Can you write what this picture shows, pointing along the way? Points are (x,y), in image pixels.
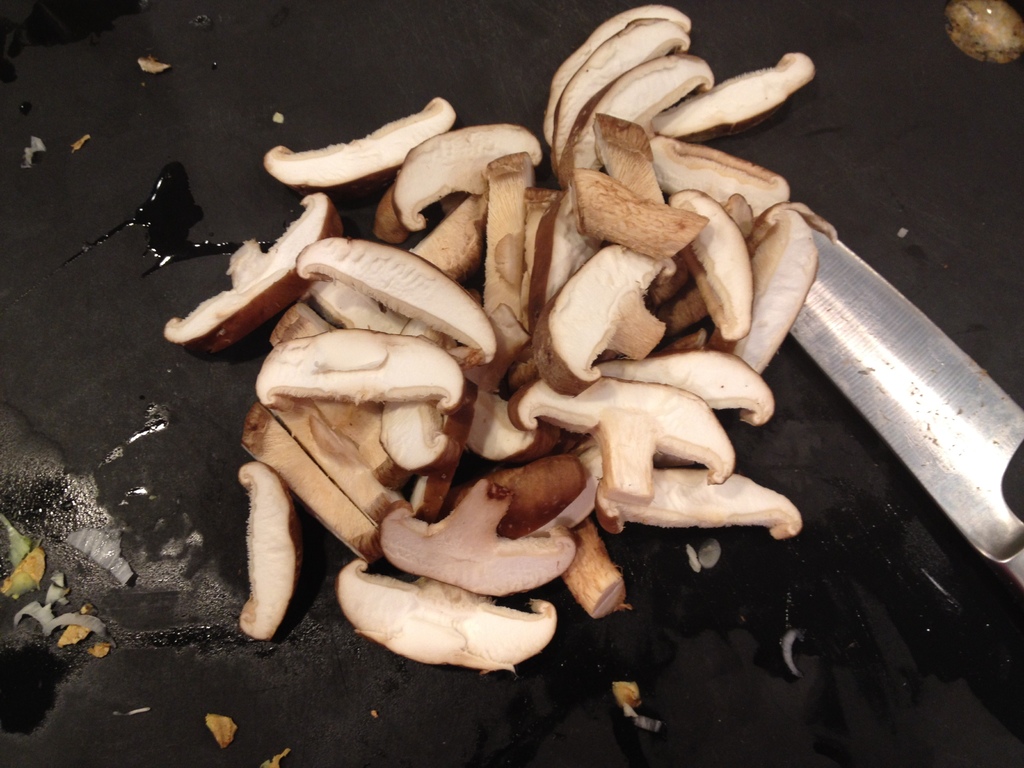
In this image there are mushrooms (640,257) and there is a knife (966,390) and there is a black background (1002,100), it might be a pan (129,138).
